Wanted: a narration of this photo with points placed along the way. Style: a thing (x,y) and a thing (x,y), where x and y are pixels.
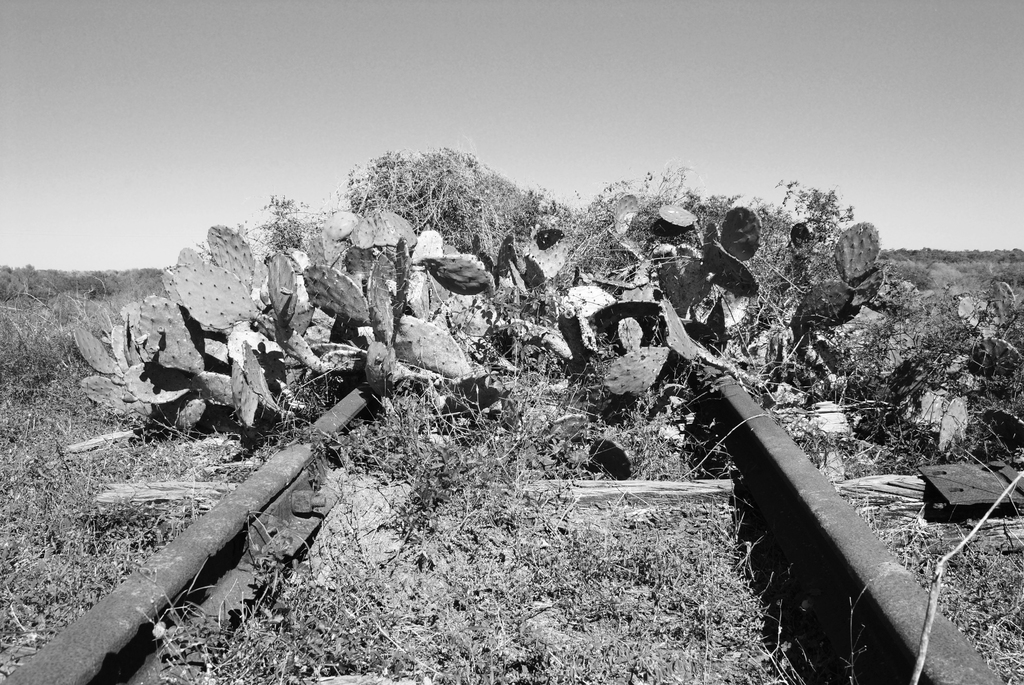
In this picture I can see the railway track (881,577). In the center (580,434) I can see the plants (318,374), beside that I can see the dry grass (91,470). In the background (939,254) I can see some trees (967,258). At the top (696,39) I can see the sky (429,104).
